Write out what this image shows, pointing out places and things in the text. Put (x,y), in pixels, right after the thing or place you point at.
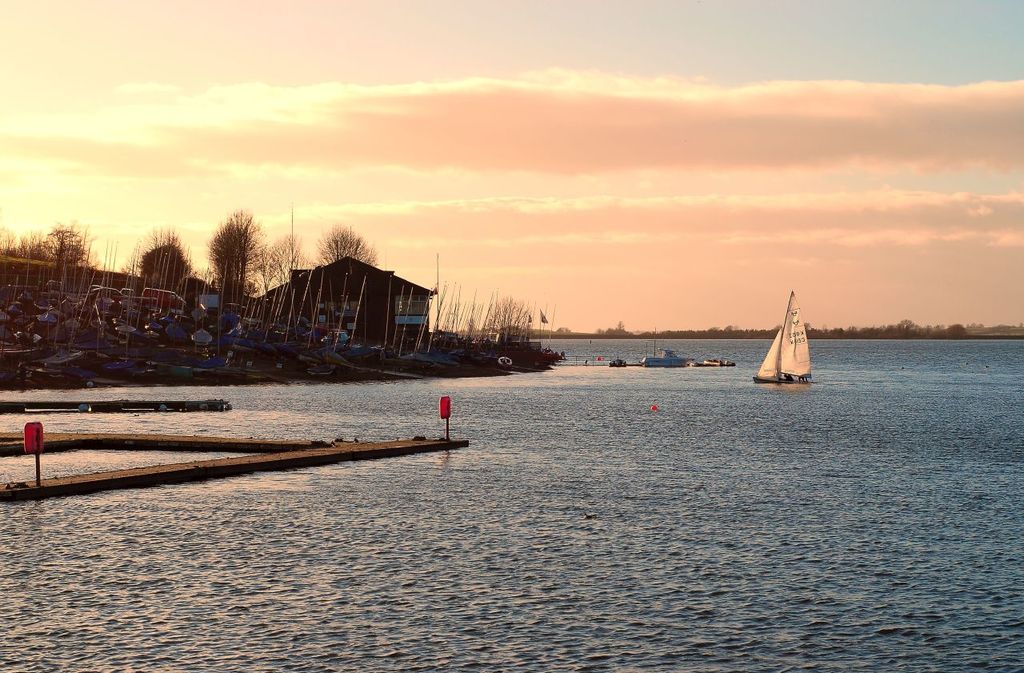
In the foreground (212,462), I can see boards (206,475), poles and a boat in the water (756,452). In the background (319,350), I can see houses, boats (243,320), trees (511,317) and the sky (931,177). This image might be taken in the ocean (614,505).
